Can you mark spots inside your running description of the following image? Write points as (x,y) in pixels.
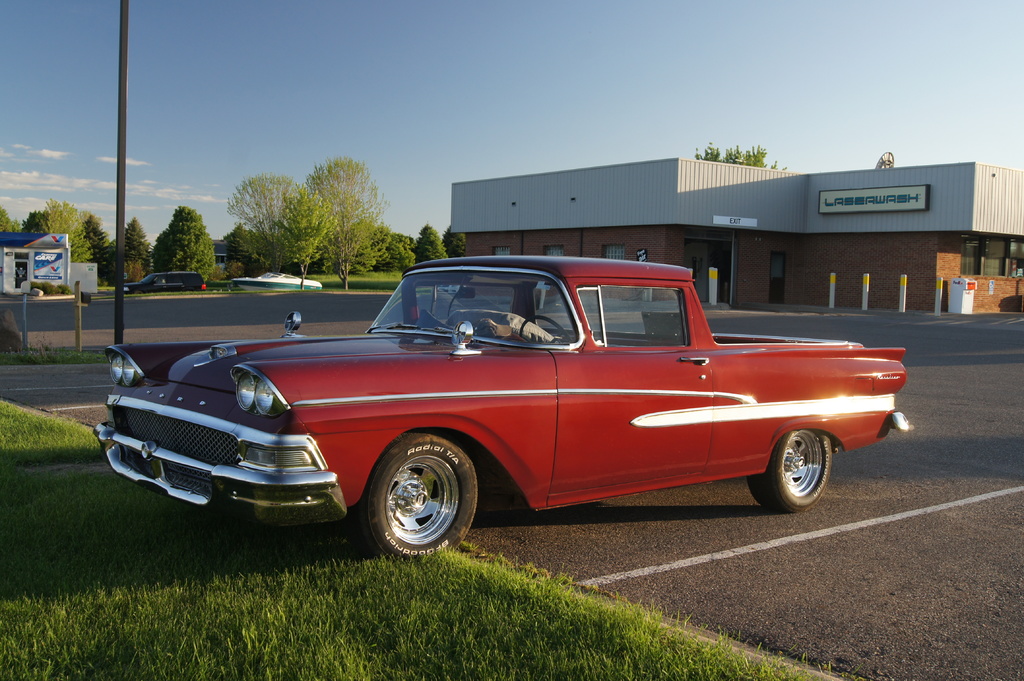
There is a car (523,369). On the ground (124,541) there is grass (247,624). Also there is a pole (119,230) near to the car (191,346). In the back (188,262) there are many trees (308,216) and building (664,228) with windows (561,253). On the building (834,216) there is a name (845,203). Near to the building (845,284) there are poles (832,291). In the back (177,279) there is a vehicle (172,282) and a boat (273,279). In the background (350,53) there is sky (315,56) with clouds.
